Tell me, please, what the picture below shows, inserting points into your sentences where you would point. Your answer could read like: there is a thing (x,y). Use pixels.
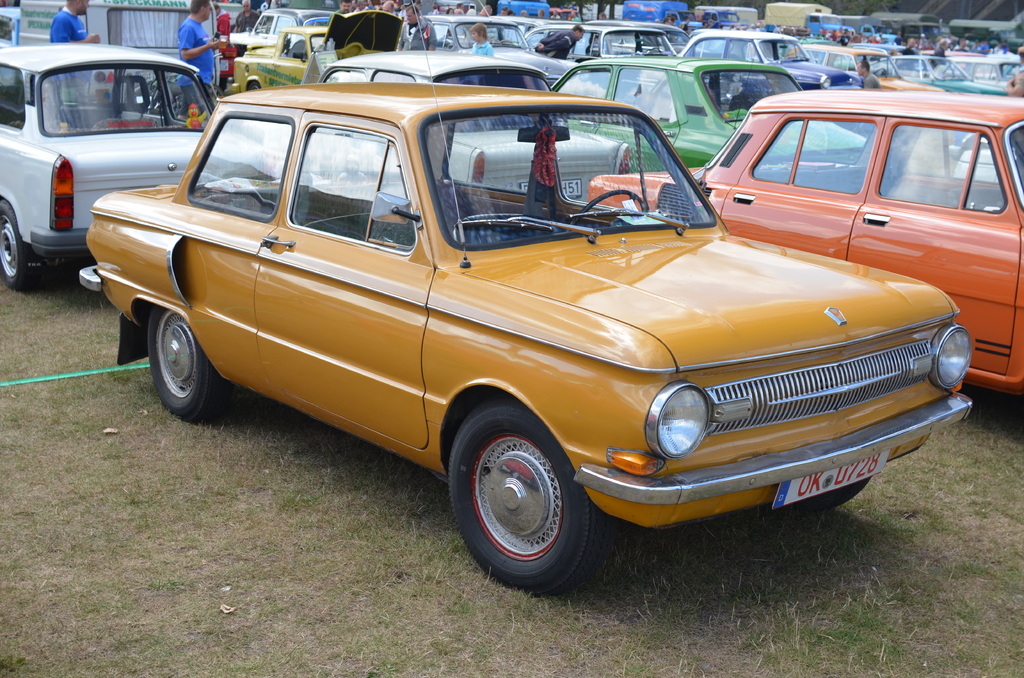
In this image we can see a group of cars (616,238) placed on the ground (797,518). We can also see some grass (811,562) and a group of people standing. On the backside (931,76) we can see some vehicles (734,55).
